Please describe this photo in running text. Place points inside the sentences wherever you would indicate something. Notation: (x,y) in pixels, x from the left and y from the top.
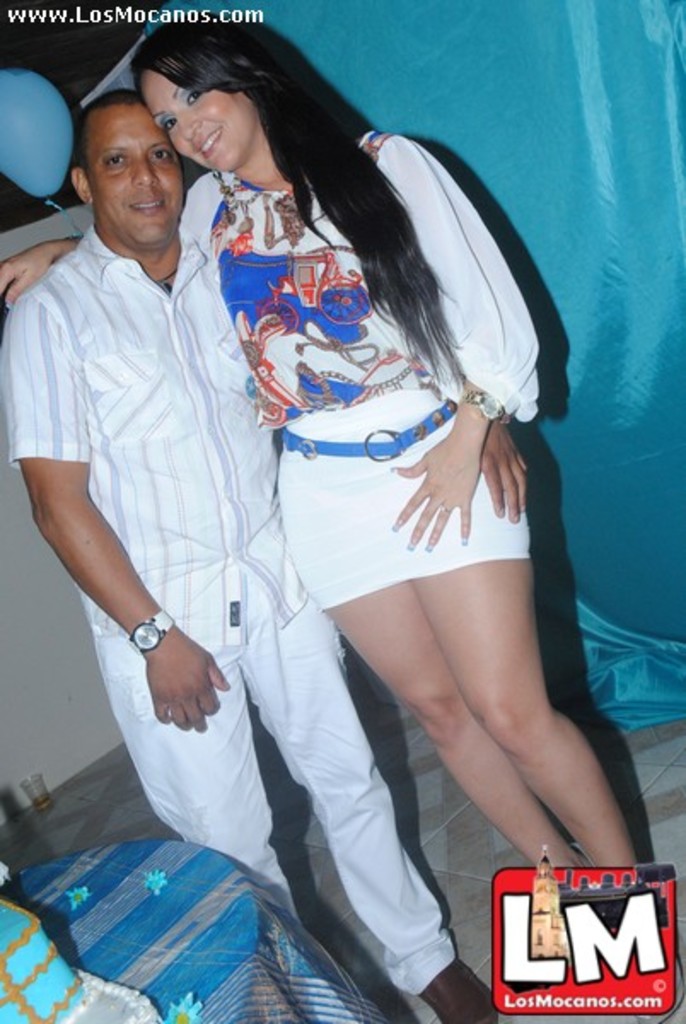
In this image I can see two people (396,375) are standing and wearing white and blue color dresses (458,204). I can see the blue color cloth (536,142), glass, balloon (32,140) and the white color wall (28,675). In front I can see the cake (14,917) on the table (200,880).
